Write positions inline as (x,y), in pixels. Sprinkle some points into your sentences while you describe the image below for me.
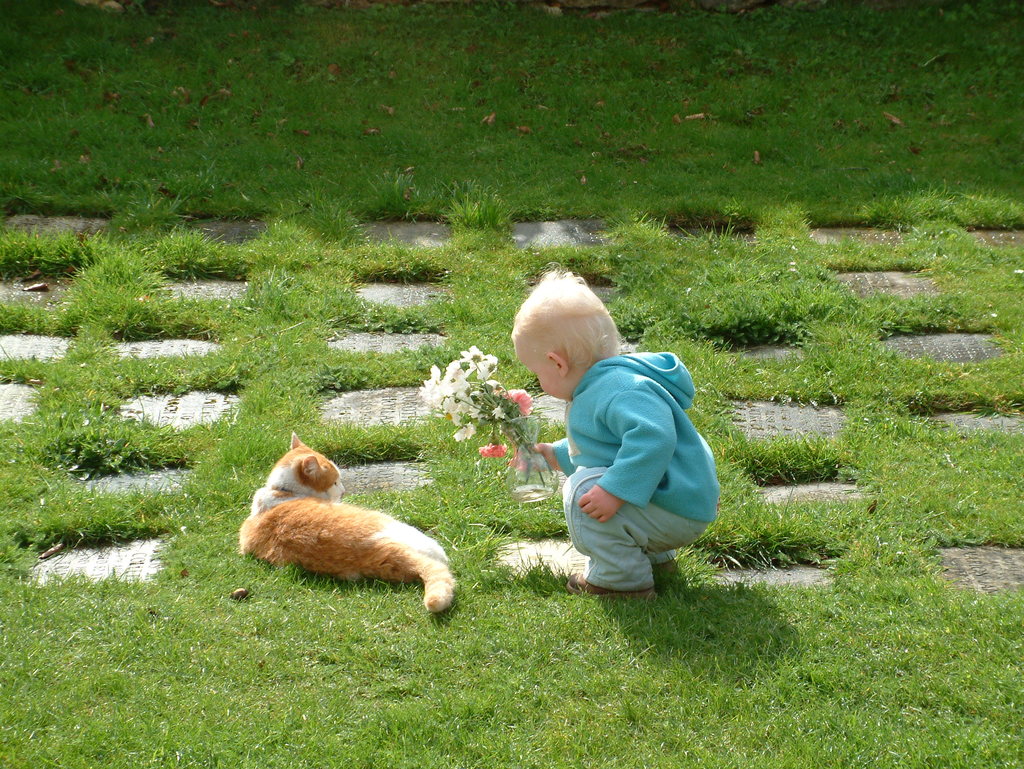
In this image I can see a cat (286,539) which is brown and white in color is laying on the grass (296,626) and a baby (599,469) wearing blue colored dress (618,420) is holding few flowers (499,409) which are white and pink in color. I can see some grass (313,151) and few leaves (298,157) on the ground (629,128).
